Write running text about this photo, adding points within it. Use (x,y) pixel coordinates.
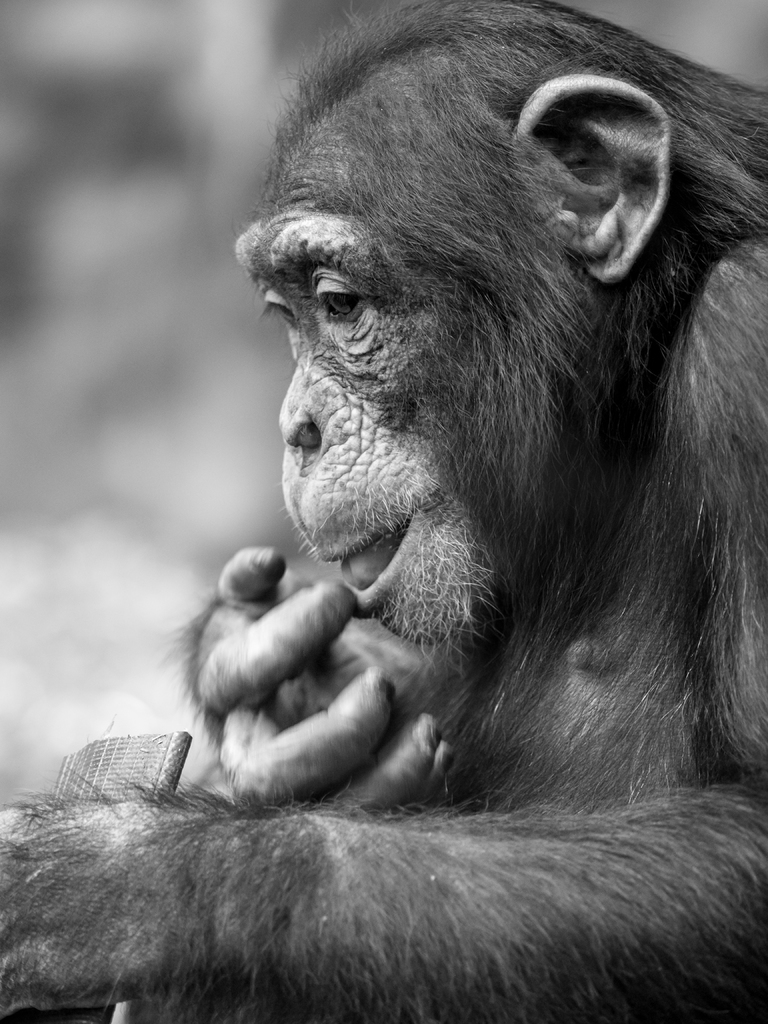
In this image we can see a chimpanzee (443,597).
